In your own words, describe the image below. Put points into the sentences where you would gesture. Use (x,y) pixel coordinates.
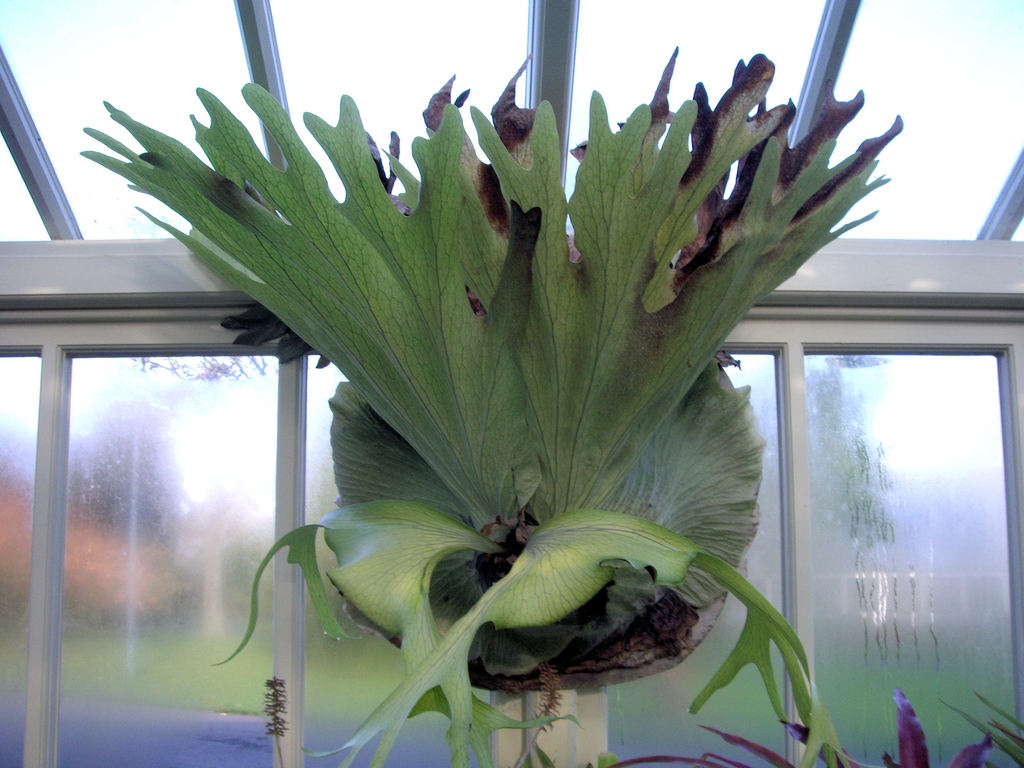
In this image in the foreground (429,267) there is one plant (291,290), and in the background (950,466) there is a glass window (950,466). And at the top (637,51) there are some glass windows (377,100), and at the top (567,224) also there are some glass windows (1002,111).
